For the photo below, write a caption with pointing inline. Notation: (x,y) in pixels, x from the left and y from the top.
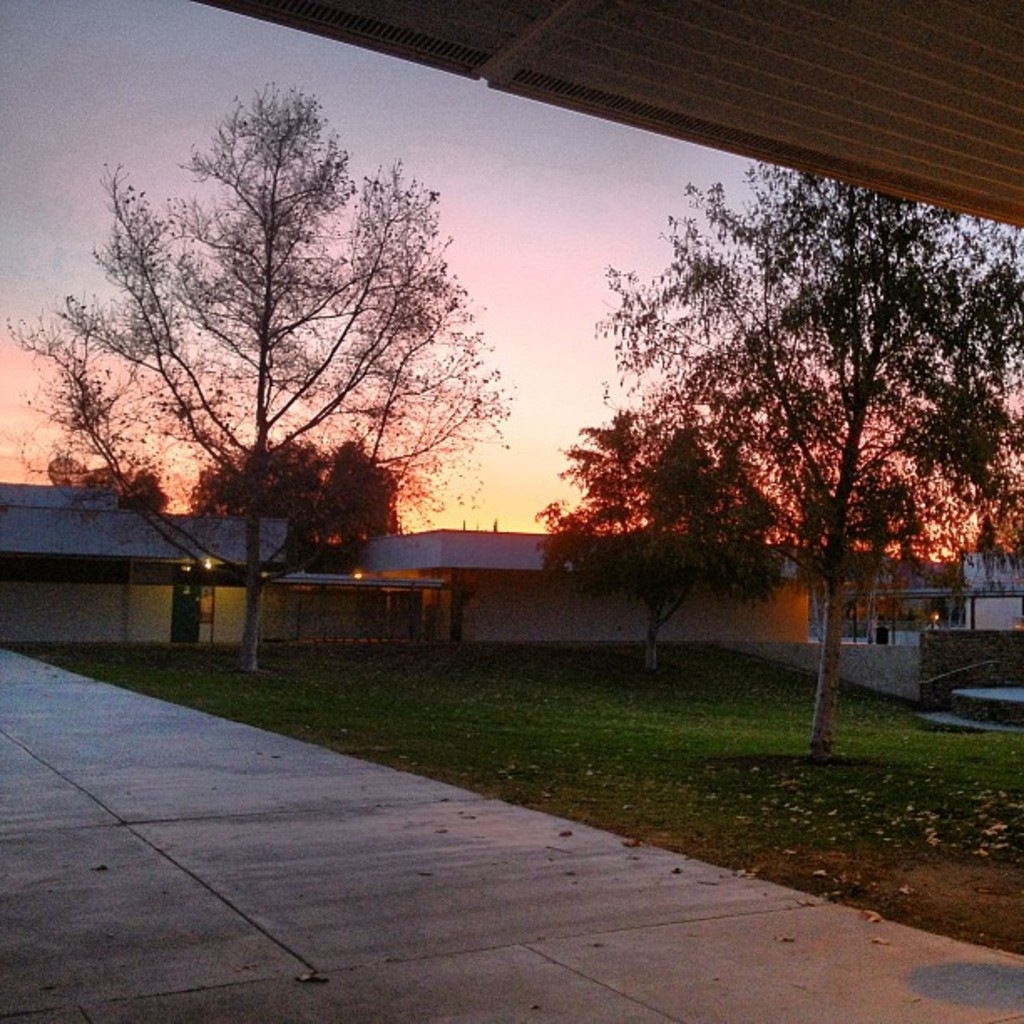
In this picture there are buildings (284,586) and trees (722,586). At the top (66,185) there is sky (48,184) and there is a roof (659,93). At the bottom (437,854) there is a pavement (280,801) and there is grass (484,670) and there are dried leaves (931,830).
